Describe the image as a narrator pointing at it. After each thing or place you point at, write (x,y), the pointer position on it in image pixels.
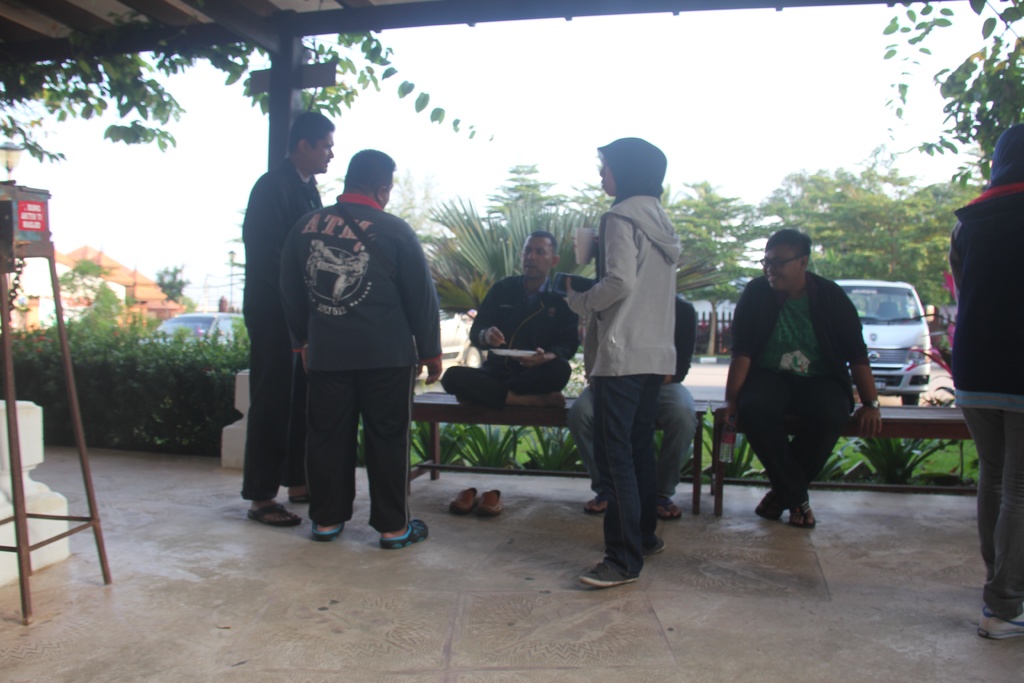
In this image there are three people (681,376) sitting on the bench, in front of them there are four people (247,303) standing, behind them there are trees (106,320), cars (231,333) and buildings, on the left of the image (8,387) there is a metal stand (72,396).
